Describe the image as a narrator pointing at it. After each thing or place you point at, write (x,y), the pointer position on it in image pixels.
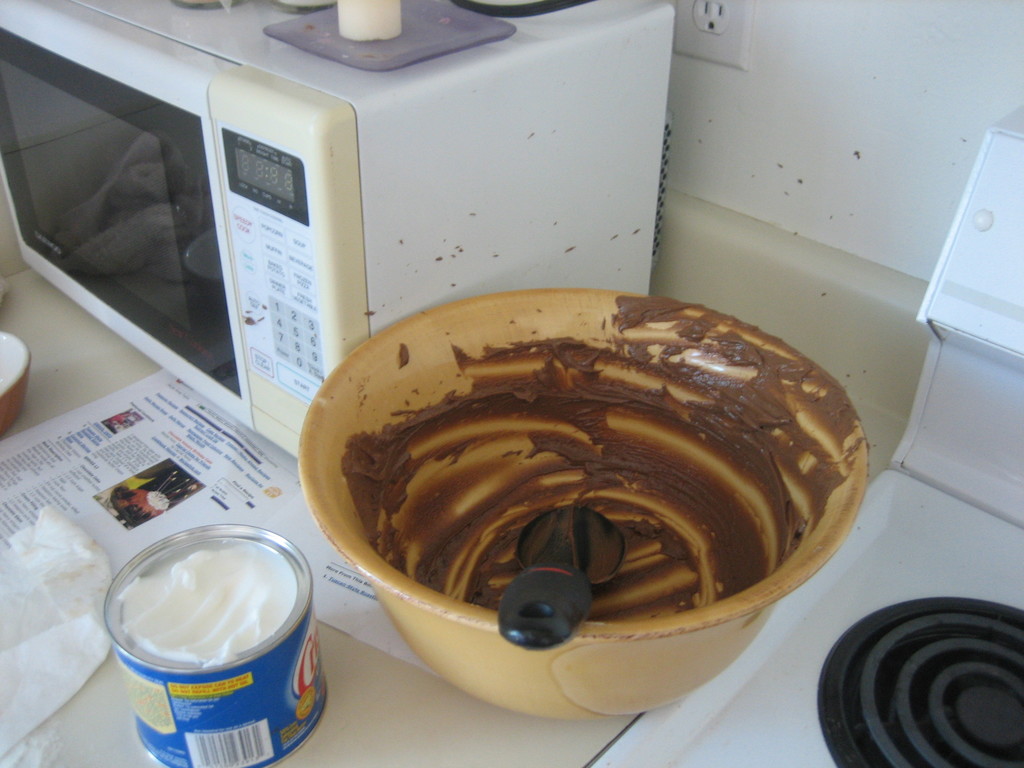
This is the table (354,683) with a micro oven (249,251), tin (245,560), papers (368,614) and a bowl (776,575) with a serving spoon (580,564) in it. This looks like a stove (943,691). I can see a socket (711,36), which is attached to the wall (833,61). This is an object (394,48) placed above the micro oven (330,72).
